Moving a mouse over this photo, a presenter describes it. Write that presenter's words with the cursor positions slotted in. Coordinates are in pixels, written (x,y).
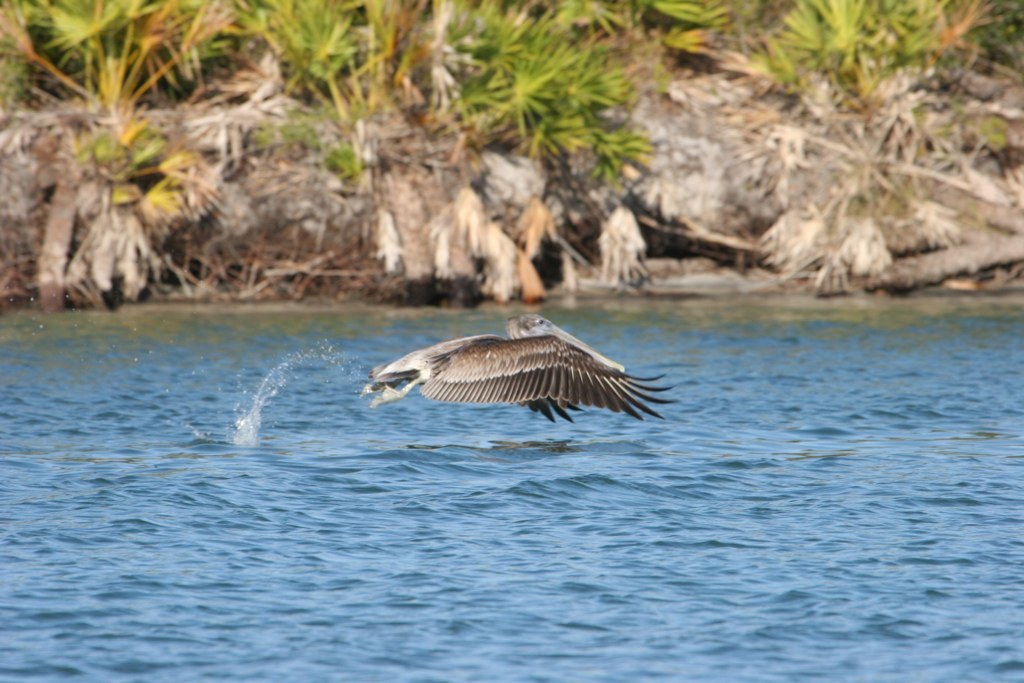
In this image at the bottom (252,510) there is a river (384,512), and in the center (441,399) there is one bird (512,360) flying. And in the background (190,201) there are some trees (550,107), and some dry plants (143,275) and some sticks (234,249).
